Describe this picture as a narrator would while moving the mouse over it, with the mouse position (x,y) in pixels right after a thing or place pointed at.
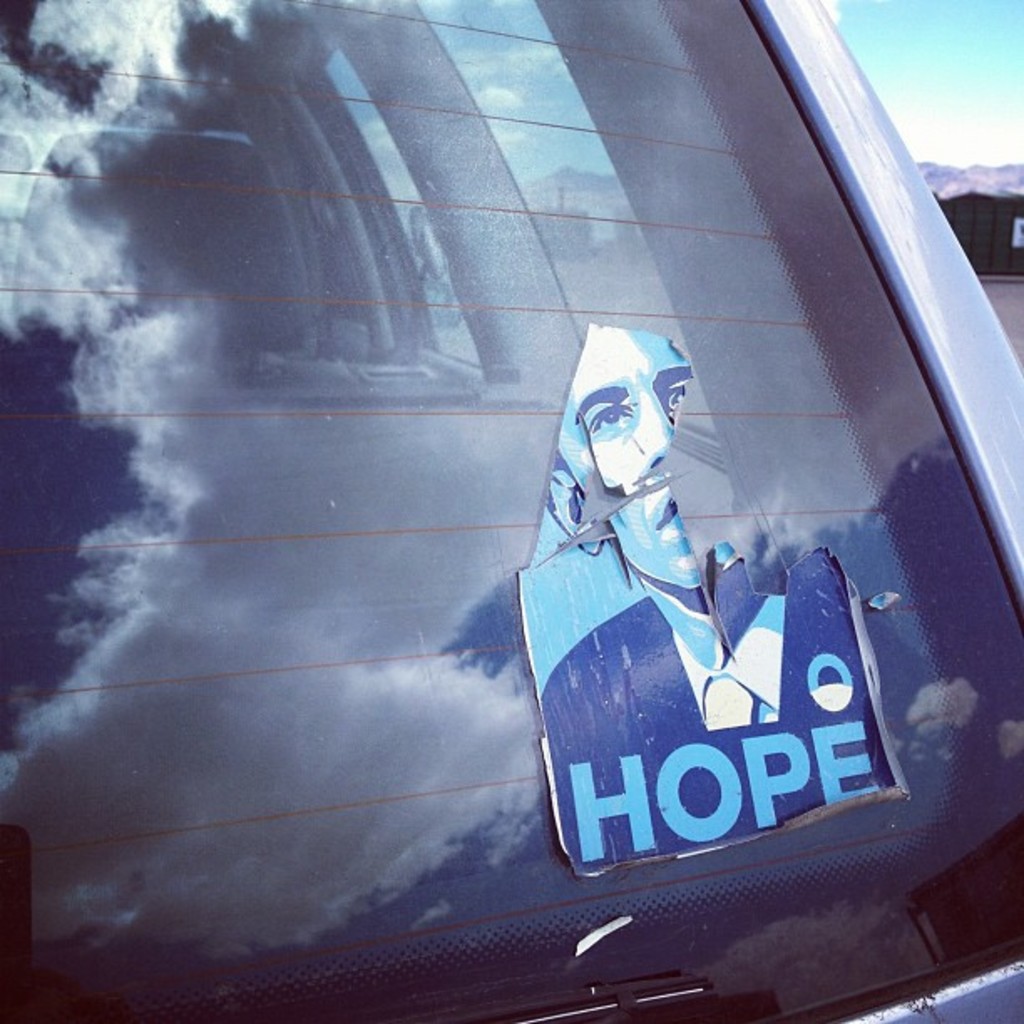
In this picture I can observe a back windshield (324,408) of a car (274,493). I can observe a photo (599,644) stuck on the windshield (508,285) of the car (865,129). In the background (906,57) there is sky (914,59).
